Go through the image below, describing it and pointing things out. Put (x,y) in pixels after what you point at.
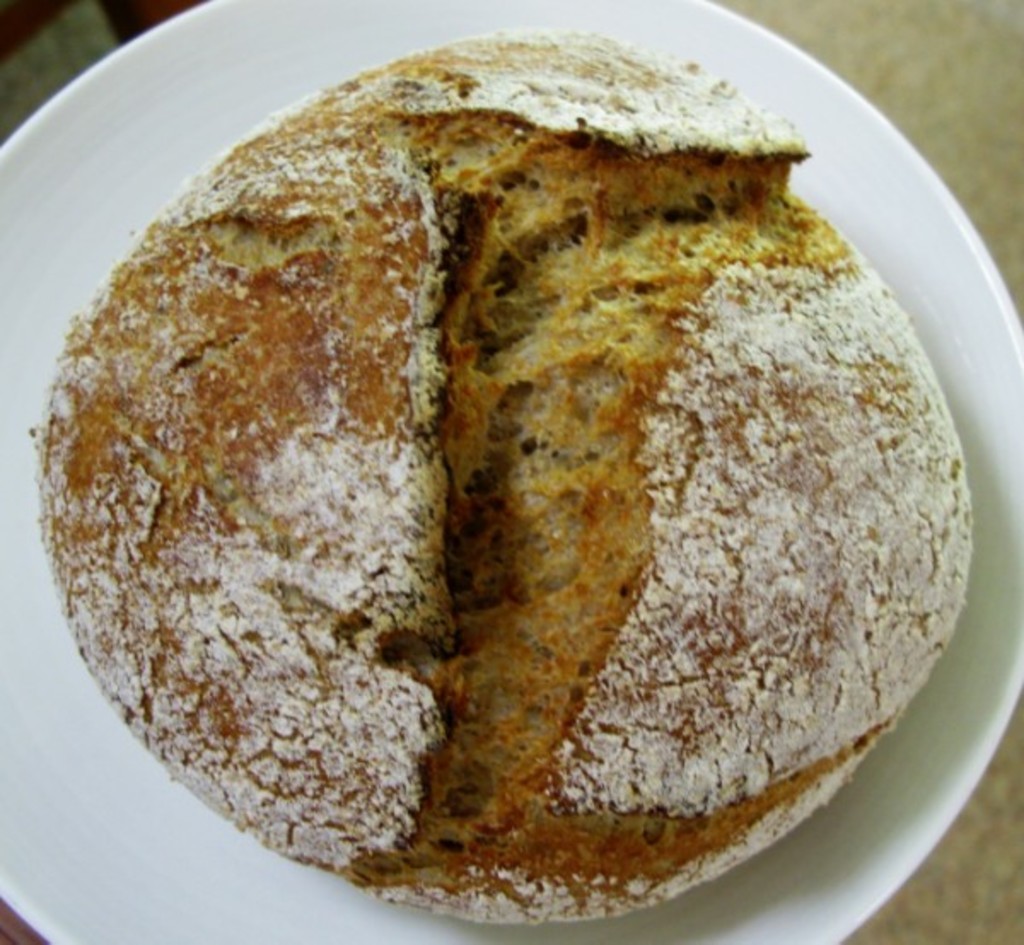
In this picture we can see some eatable item (388,556) is placed on the plate (26,671), which is on the surface (18,113).
